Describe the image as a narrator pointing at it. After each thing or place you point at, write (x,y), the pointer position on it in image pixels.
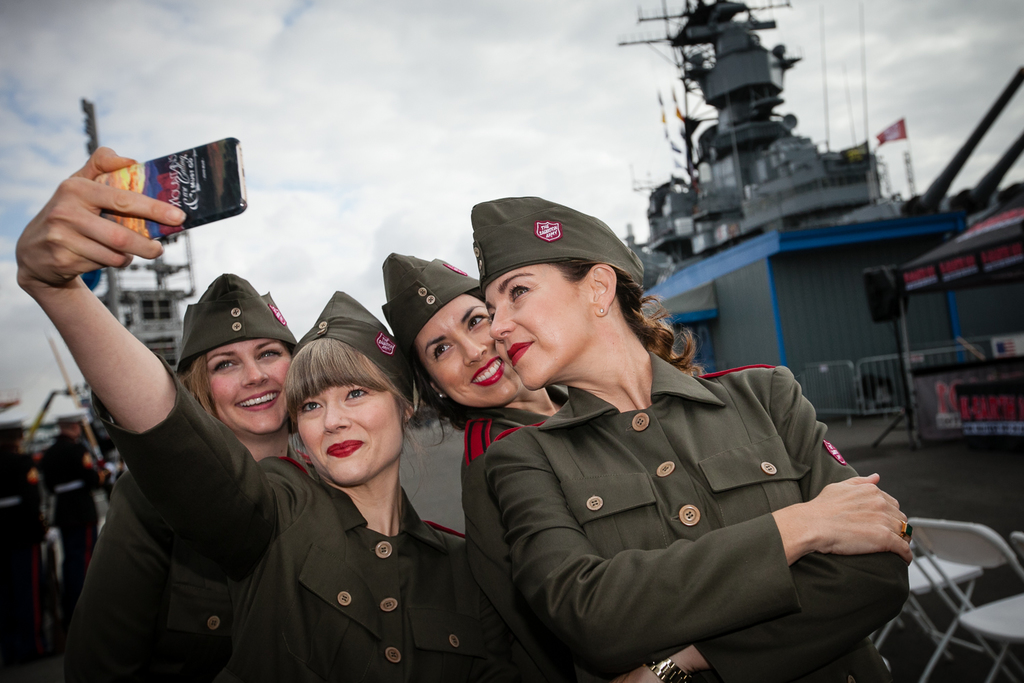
This picture is clicked outside. In the foreground (458,408) we can see the group of persons (411,571) wearing uniforms (403,519), smiling and standing. In the background (988,312) we can see the tents (985,272) and many other objects (869,198) and we can see the sky (350,132) which is full of clouds (333,217) and we can see the chairs (968,576) placed on the ground (982,485) and there is a person (360,488) holding a mobile (212,199) and seems to be taking pictures.
